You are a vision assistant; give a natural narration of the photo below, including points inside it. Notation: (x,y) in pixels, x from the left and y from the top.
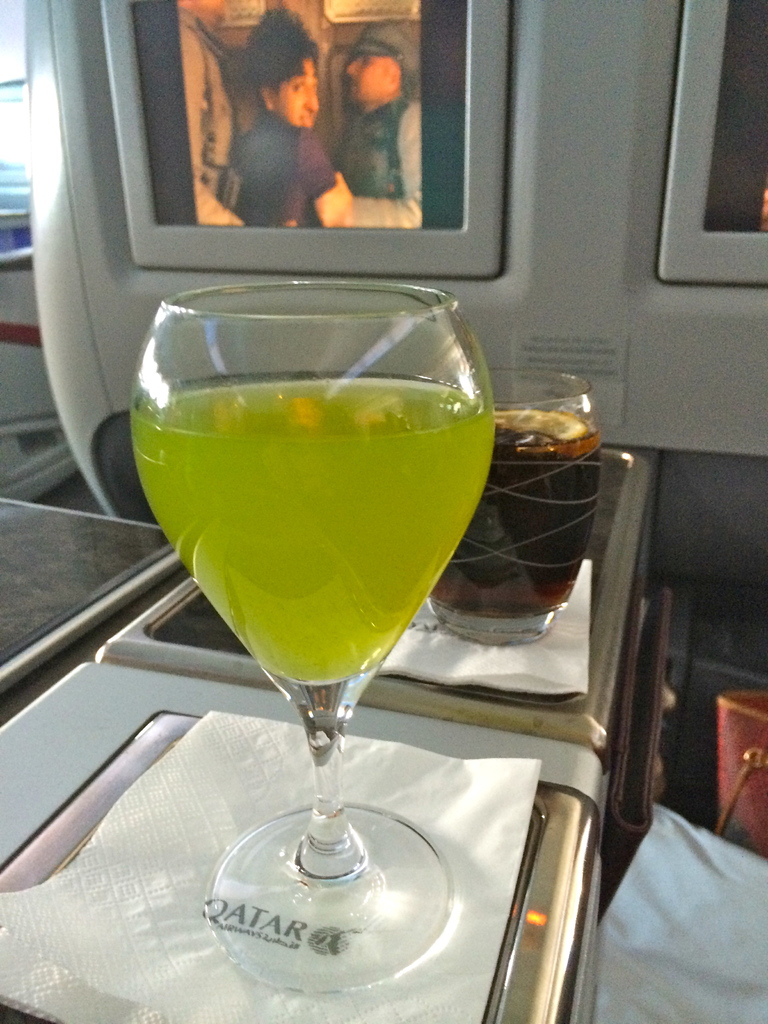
In this image we can see glasses (427,426) with liquids (360,561) on the tissues (289,724). In the background of the image (370,147) there are screens (712,128). On the right side of the image (664,846) there are some objects (730,771).
